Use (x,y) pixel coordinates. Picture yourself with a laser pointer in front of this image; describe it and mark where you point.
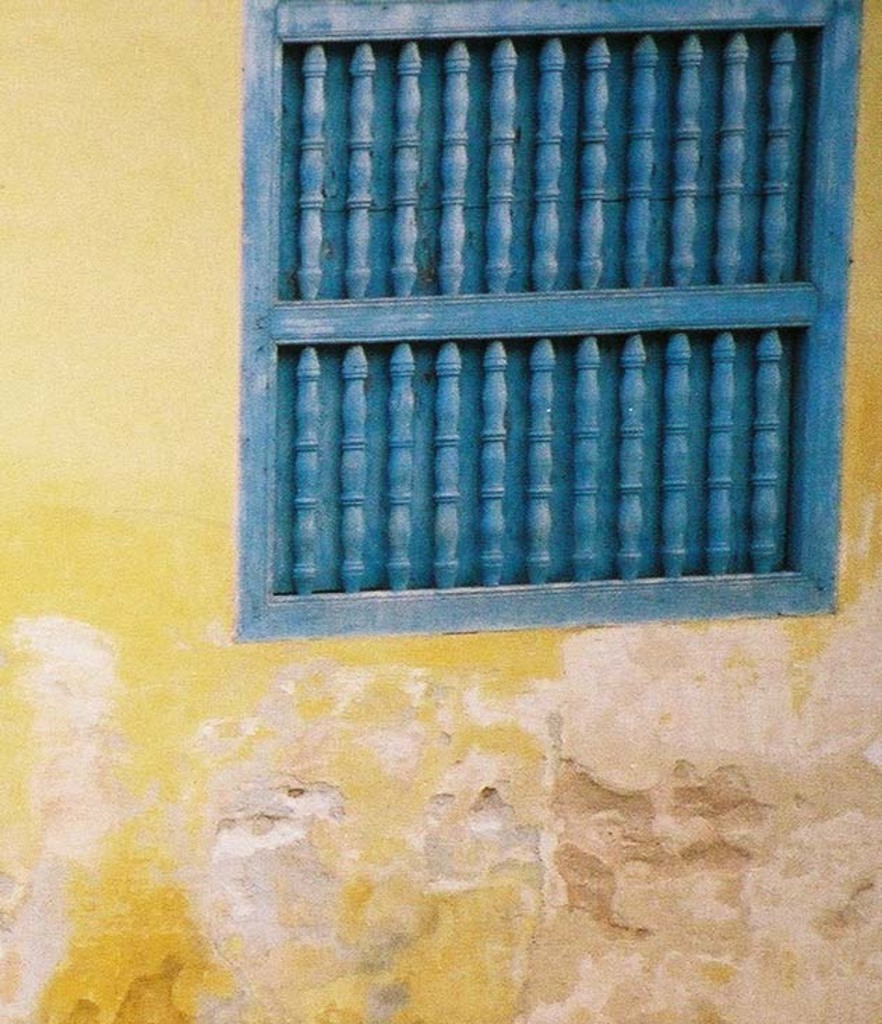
In this image there is a wall (91,24) with blue color window (485,291).
